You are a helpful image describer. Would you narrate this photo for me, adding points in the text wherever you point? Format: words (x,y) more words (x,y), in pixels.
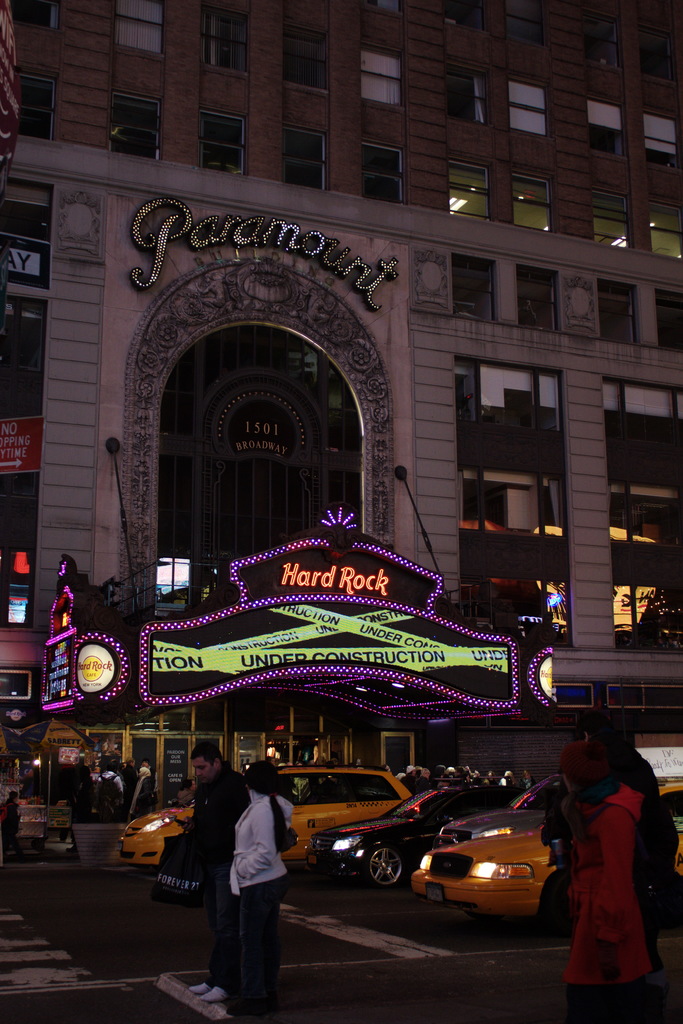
There are persons (662,878) in different color dresses (237,847) standing on the footpath (416,1004) near a road (358,895) on which, there are vehicles (381,882) which are in different colors. In the background (429,690), there are hoardings (316,664), there is a building (472,66) which is having glass windows (15,514).
